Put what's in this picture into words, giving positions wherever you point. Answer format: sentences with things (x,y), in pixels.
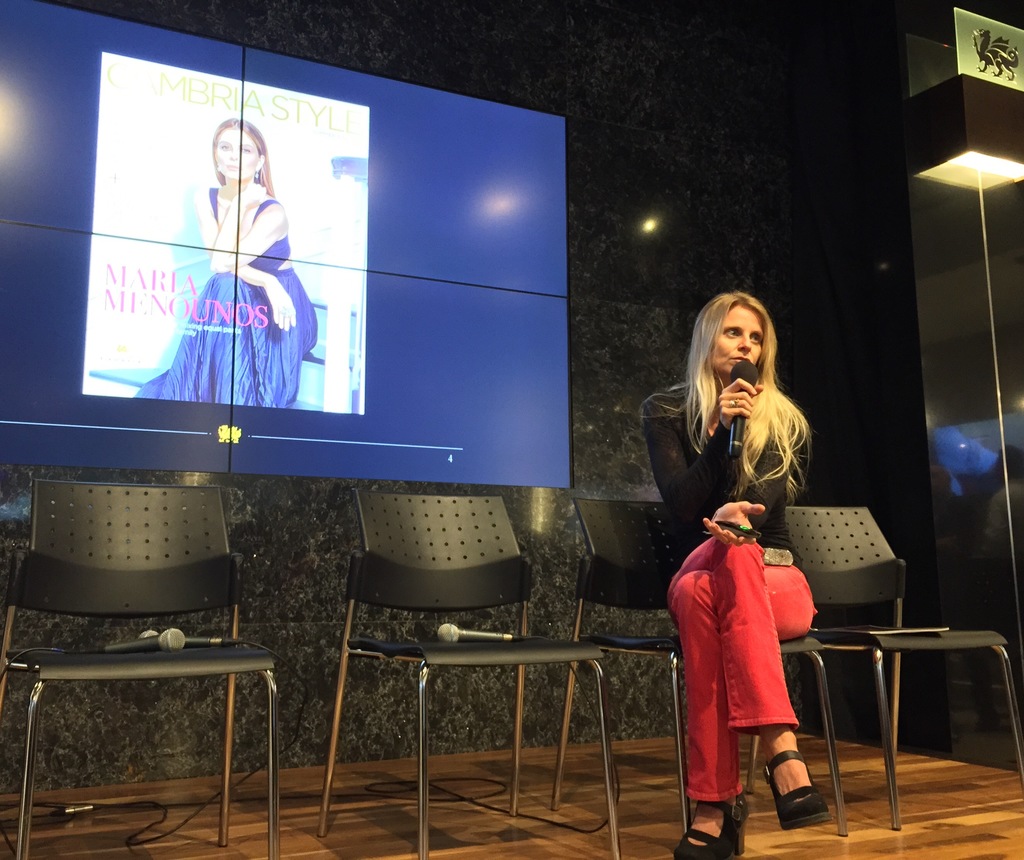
This picture shows a woman (718,346) seated on the chairs (233,568) and speaking with the help of a microphone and we see a screen (330,470) on her back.
